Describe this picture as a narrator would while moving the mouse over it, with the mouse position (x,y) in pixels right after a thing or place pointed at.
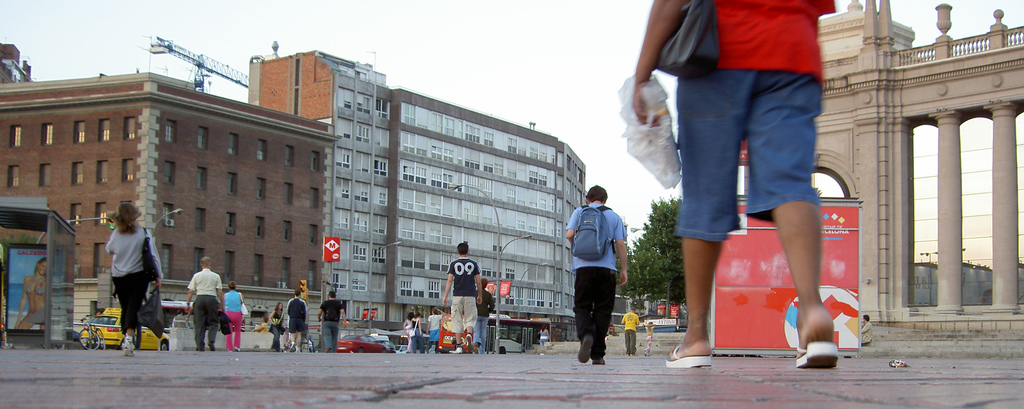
In this picture we can see the buildings (424,192), windows (433,144), tower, arch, pillars (1017,236), electric light poles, trees (664,225), poles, boards (44,279), shed (57,218) and some vehicles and some persons (459,298) are walking on the road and some of them are carrying bags (146,274). At the bottom of the image (543,360) we can see the road (500,356). At the top of the image (509,44) we can see the sky (540,121).
